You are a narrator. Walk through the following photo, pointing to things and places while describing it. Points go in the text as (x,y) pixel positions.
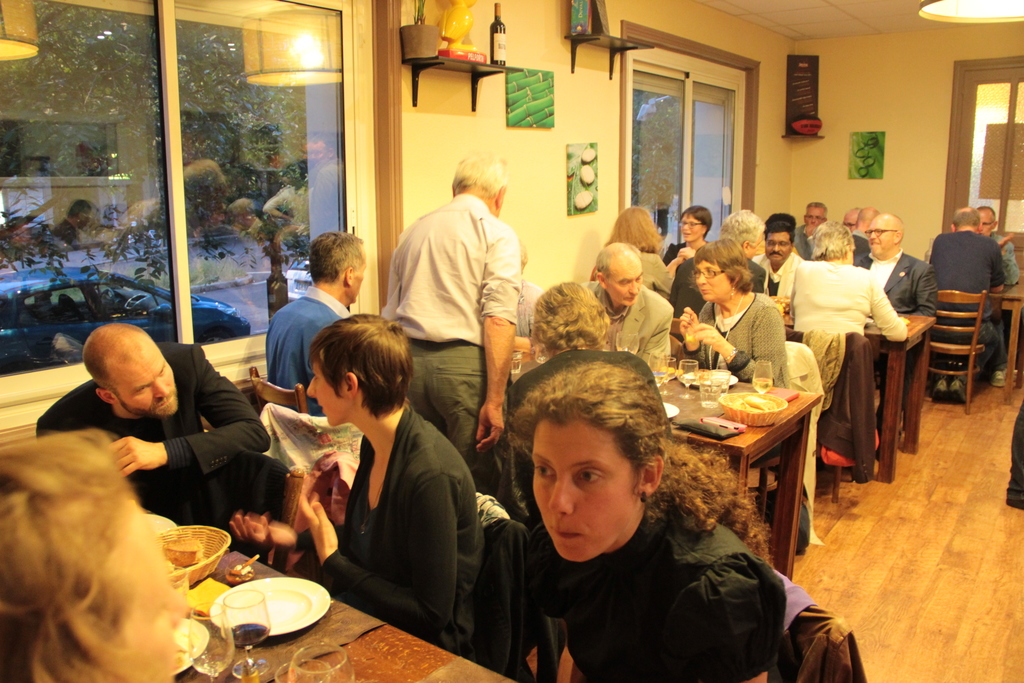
In this image there are group of persons (610,362) sitting on the chairs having their food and at the left side of the image (159,175) there is a wall (410,182) and windows (669,181).
